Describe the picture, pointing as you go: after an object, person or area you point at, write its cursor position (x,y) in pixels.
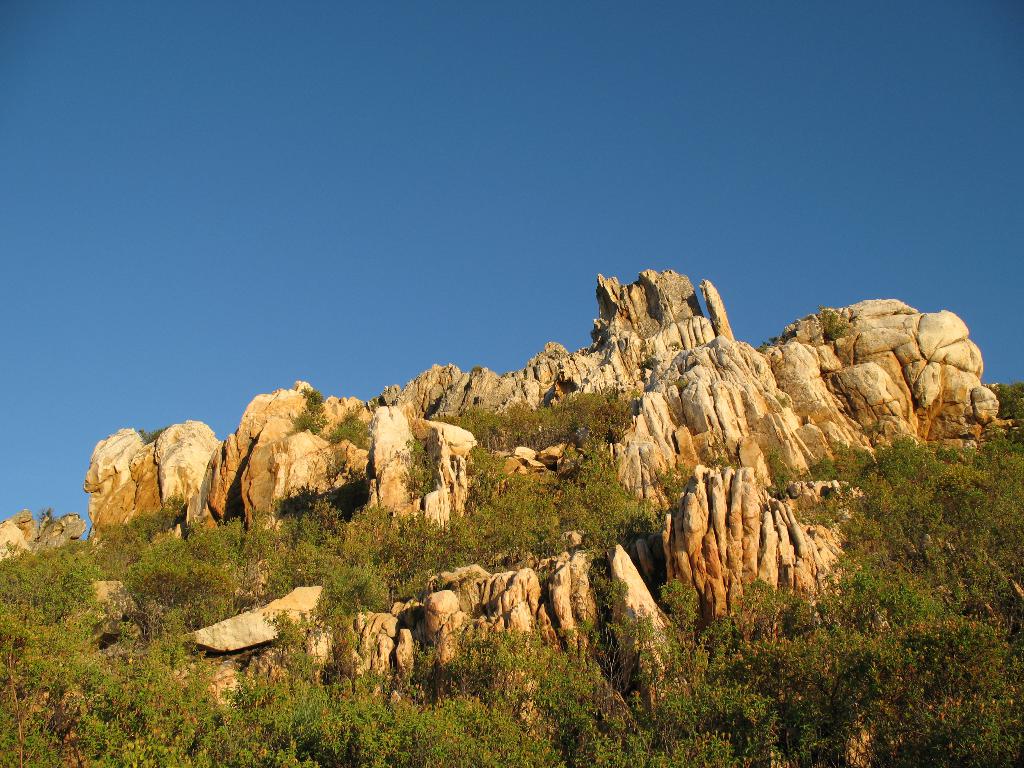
As we can see in the image there is a hill (708,386) and trees (472,503). On the top (373,112) there is blue sky (373,112).
